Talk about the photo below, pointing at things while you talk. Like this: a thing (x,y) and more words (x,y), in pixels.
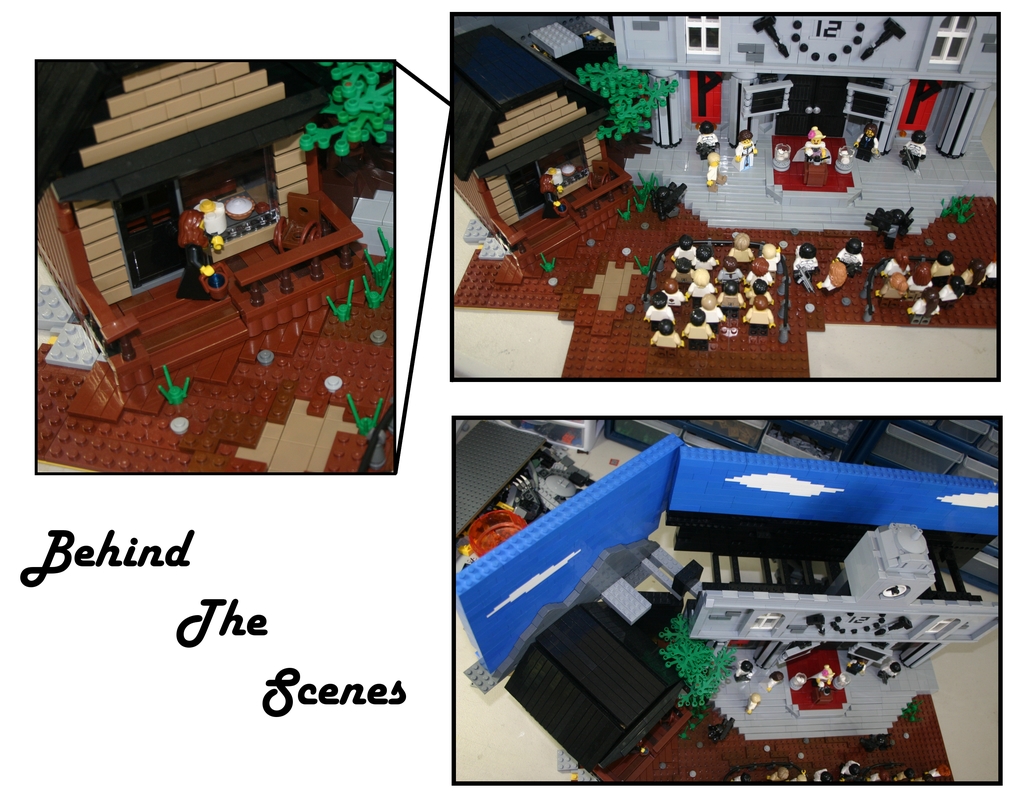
In this image we can see a collage of three images, there are toys (922,268), there is a building (682,100), beside there is a tree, there is a house (472,157).
